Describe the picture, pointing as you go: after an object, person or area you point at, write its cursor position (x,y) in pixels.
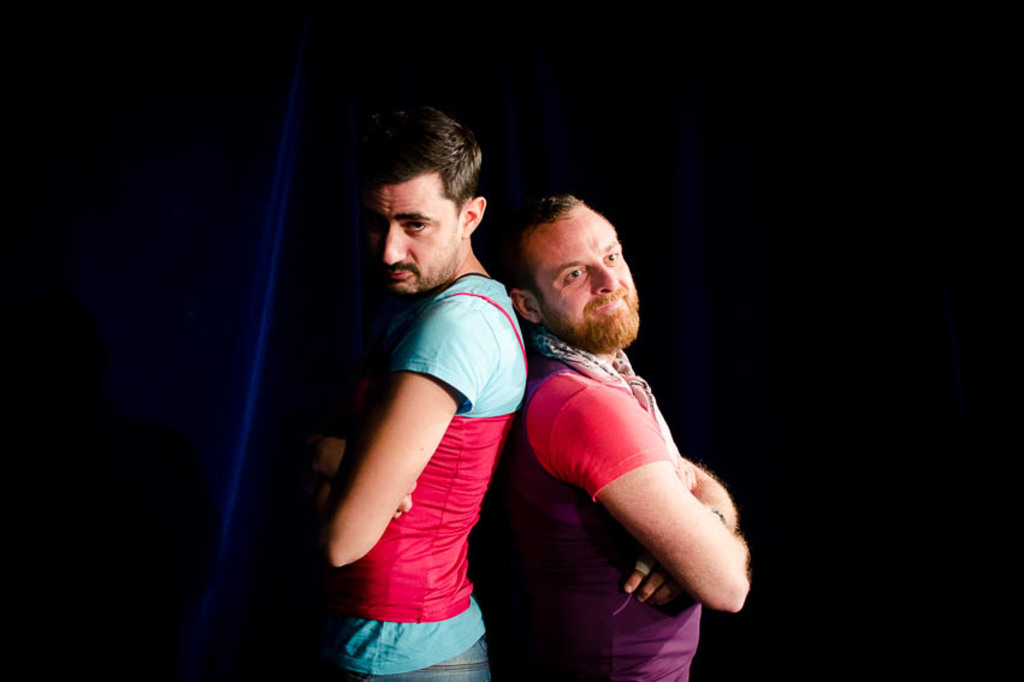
This image consists of two men (516,406) standing. They are wearing a blue shirt (457,376) and a purple shirt (508,486). The background (652,95) is too dark.
